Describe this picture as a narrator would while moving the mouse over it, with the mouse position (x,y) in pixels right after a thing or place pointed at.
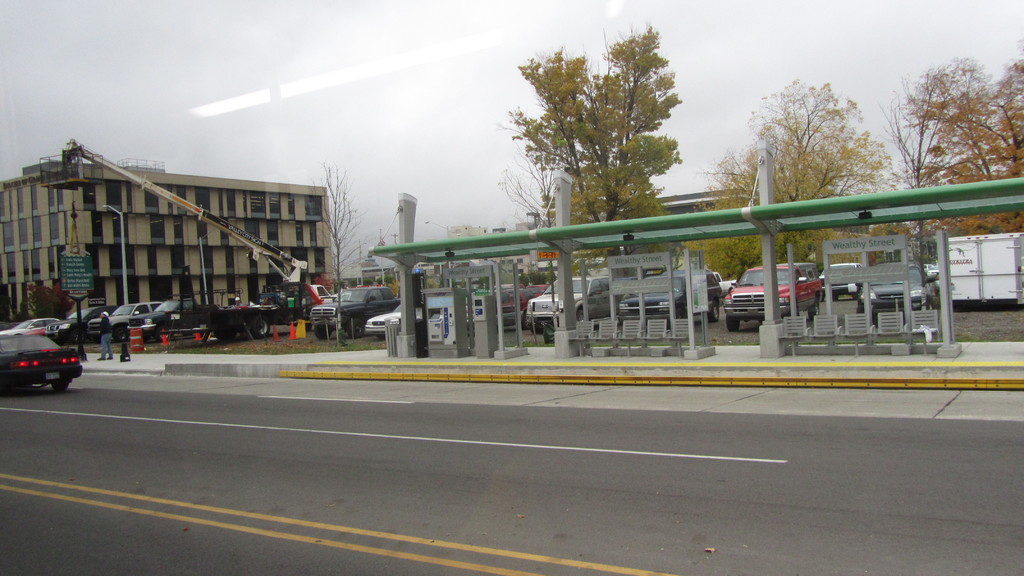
In this image there is a car (65,380) passing on the road (158,380), beside the car (39,365) on the pavement (220,372) there is a person (107,335) standing, on the pavement (134,358) there are lamp posts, sign boards (79,284), a bus stop (762,328), in the bus stop (856,325), there are empty seats (614,337), behind the bus stop (435,308) there are a few cars (135,313) parked, behind the cars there are trees (920,159) and buildings (172,259) and there is a crane (94,162).
